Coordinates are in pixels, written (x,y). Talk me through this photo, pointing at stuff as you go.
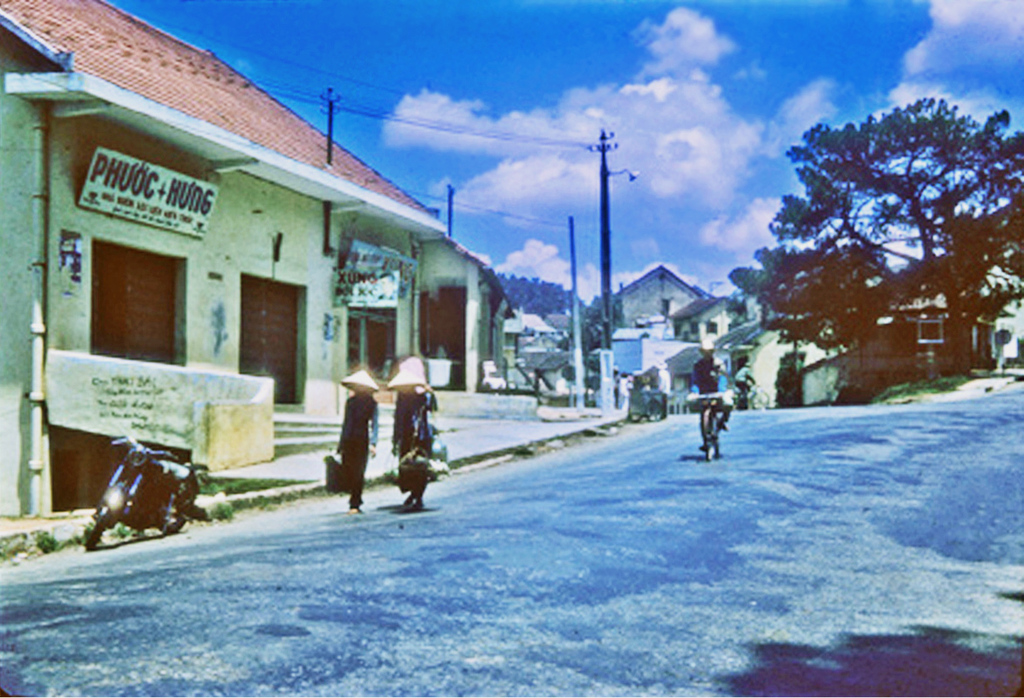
These are the buildings (329,305) with the doors (162,318) and name board (188,226) attached to it. I can see the current poles (607,234) with the current wires (568,149). Here is the motorbike (167,493), which is parked. I can see two people (356,424) walking and a person (708,370) riding bicycles (710,399) on the road (688,448). Here is a tree (947,270). I think these are the houses (642,342). I can see the clouds (667,144) in the sky (745,69).
